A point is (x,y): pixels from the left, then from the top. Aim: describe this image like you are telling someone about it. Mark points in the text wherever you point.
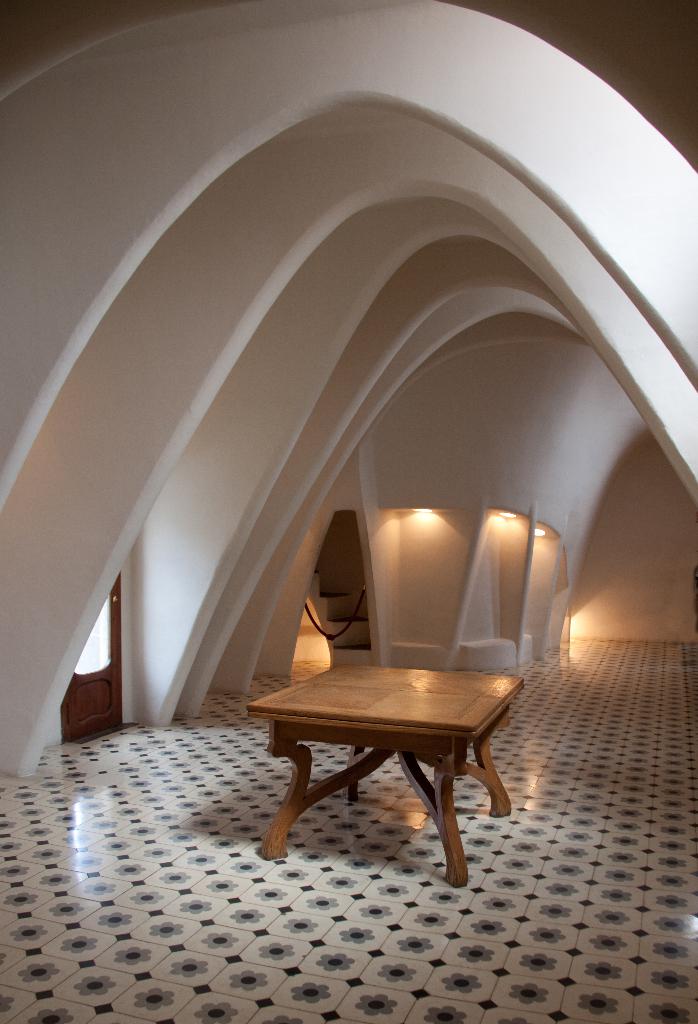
In this picture there is a table (369,734) and there is a architecture wall (181,328) above it and there is a door (76,674) in the left corner (70,684) and there are some other objects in the background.
